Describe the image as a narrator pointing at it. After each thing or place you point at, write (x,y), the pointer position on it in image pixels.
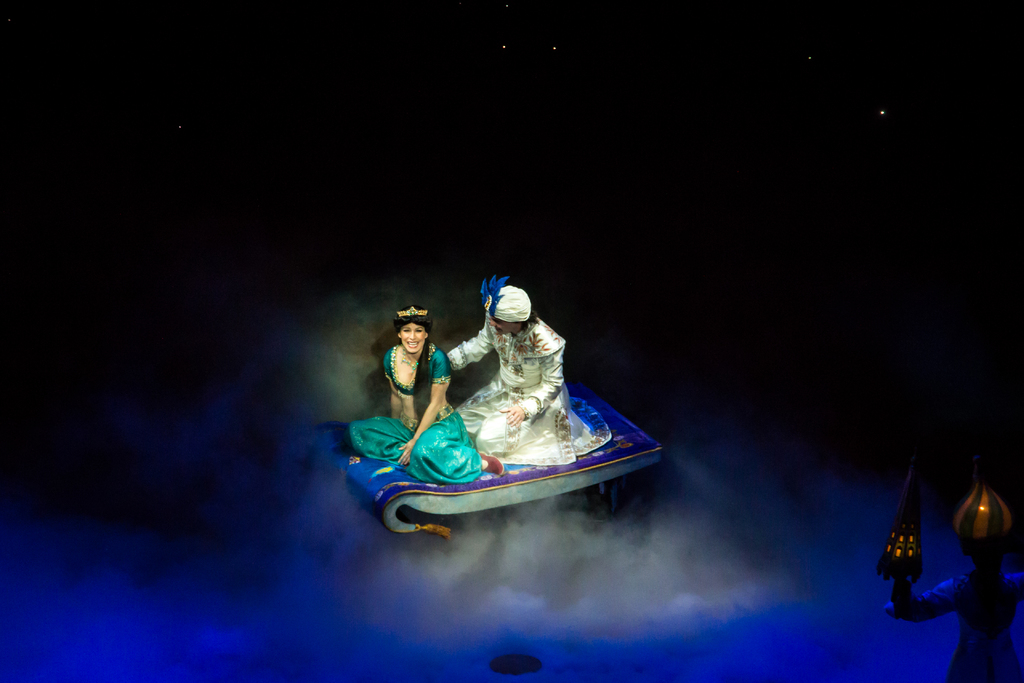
In this image, we can see a woman (413,414) and man (537,415) are sitting. Here man (536,332) is wearing a cap (506,317), woman (399,374) wore a crown (408,315) on her head (422,318). At the bottom (985,663), we can see some object (996,625) here. Here we can see smoke (585,561). Top of the image (553,48), we can see white dots (179,128).
